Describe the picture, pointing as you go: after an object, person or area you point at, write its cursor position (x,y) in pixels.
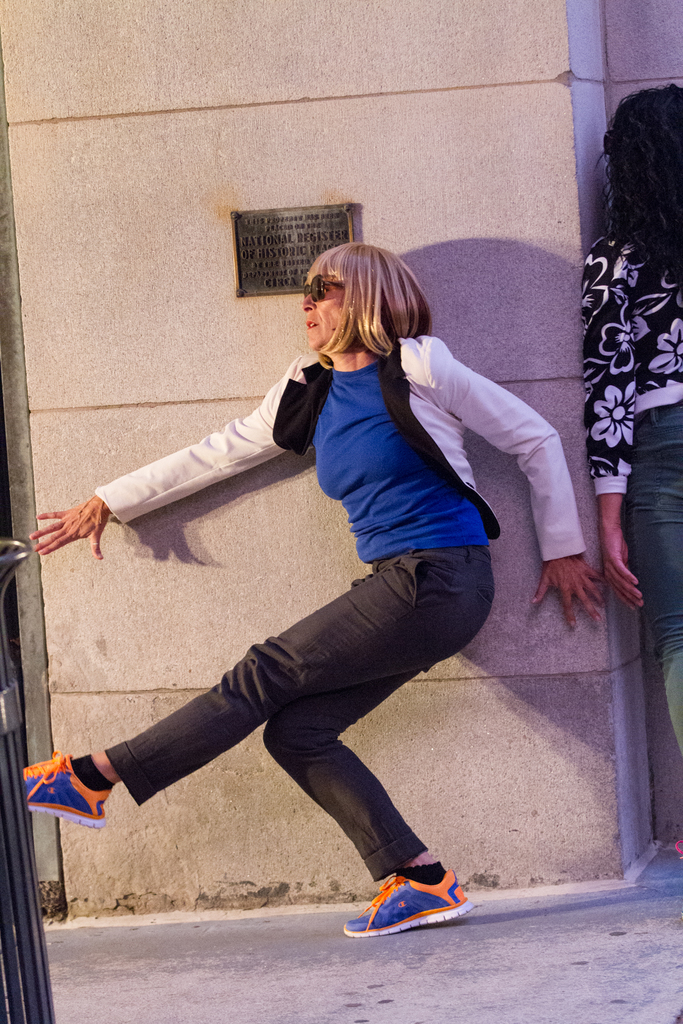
In this image, we can see two people (544,586) are near the wall (354,156). Here there is a name board (294,247) on the wall (503,357). In the middle of the image (330,670), we can see a woman (342,635) is dancing on the floor (415,999). Left side of the image (51,989), we can see some objects (24,906).
